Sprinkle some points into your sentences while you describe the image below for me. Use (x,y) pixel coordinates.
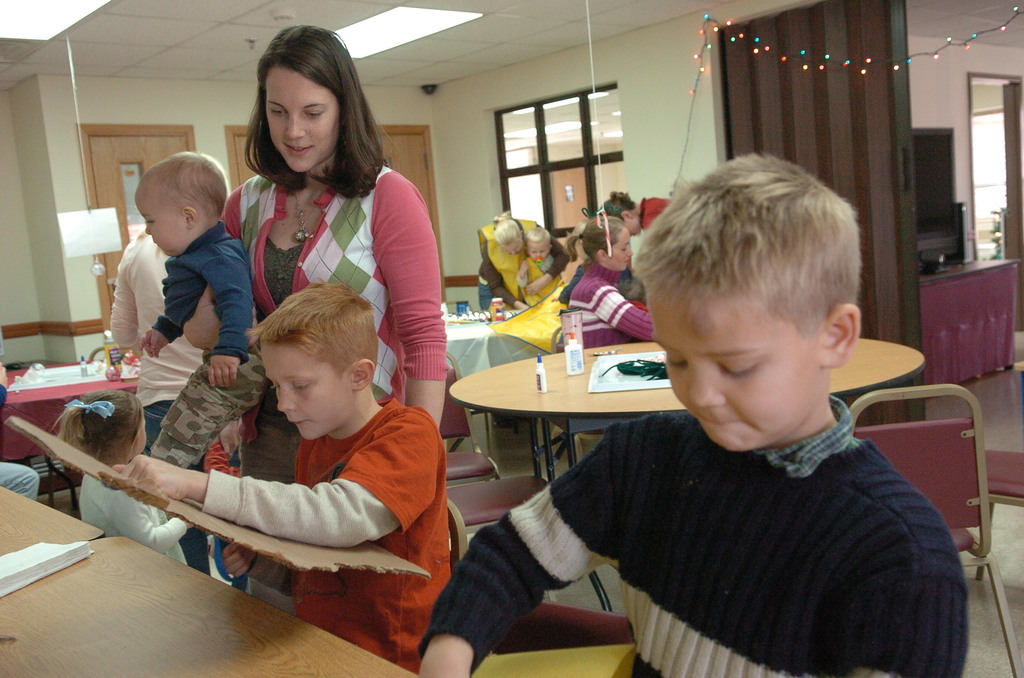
In the picture it looks like a workshop (542,402) there are some tables (479,384) and chairs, kids (245,555) are sitting around the table (621,404) and there are some cardboards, glues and papers (620,387) and other craft items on the tables (632,393), two women (364,199) are teaching to the kids (366,346), in the background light (779,52) to the left side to the edge of a wall (455,93) there is a camera (432,95), beside that there are some doors (407,166) and windows (609,180).
